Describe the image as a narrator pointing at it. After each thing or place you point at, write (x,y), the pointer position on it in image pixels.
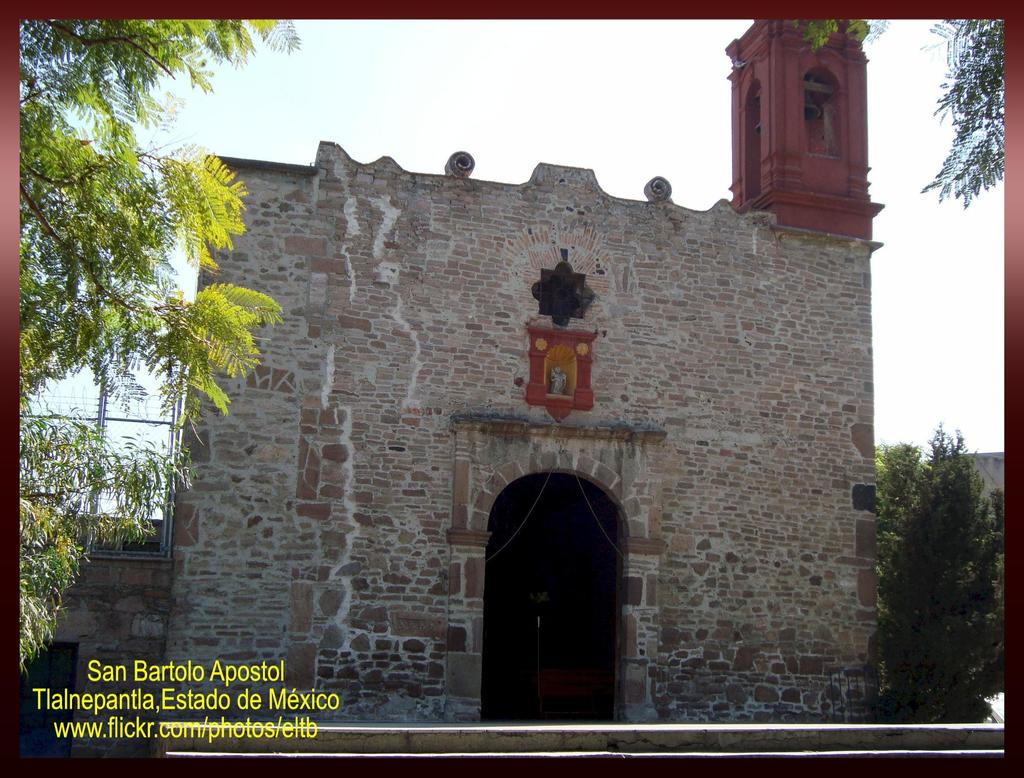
This is an edited image, in this image there is a building (256,475), on either side of the building (274,646) there are trees (143,263), in the background (907,294) there is the sky (907,294), on the bottom left (140,691) there is some text (115,712).
